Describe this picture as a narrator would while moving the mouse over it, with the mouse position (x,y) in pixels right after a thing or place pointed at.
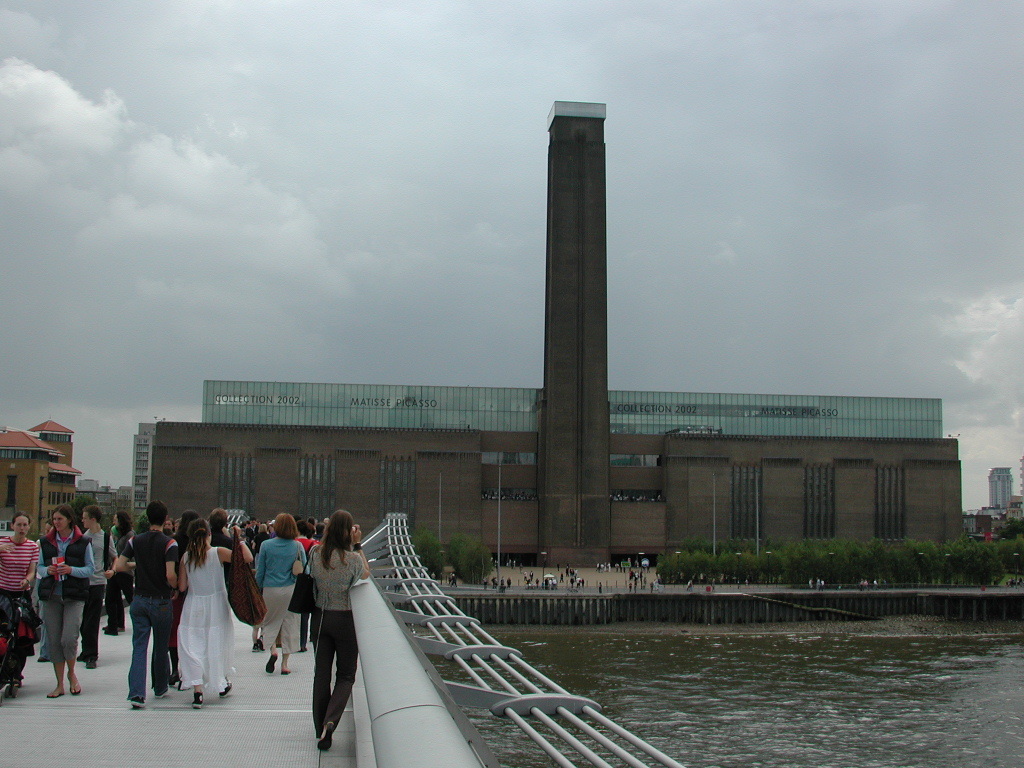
Bottom left side of the image (256,628) few people (177,637) are walking and there is a fencing (445,640). Bottom right side of the image (992,679) there is water (622,637). Behind the water (647,637) there is a fencing (1013,588) and there are some poles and trees (841,562) and there are few people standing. In the middle of the image (543,440) there are some buildings (318,440). Top of the image (854,124) there are some clouds (436,78) and sky (376,88).
